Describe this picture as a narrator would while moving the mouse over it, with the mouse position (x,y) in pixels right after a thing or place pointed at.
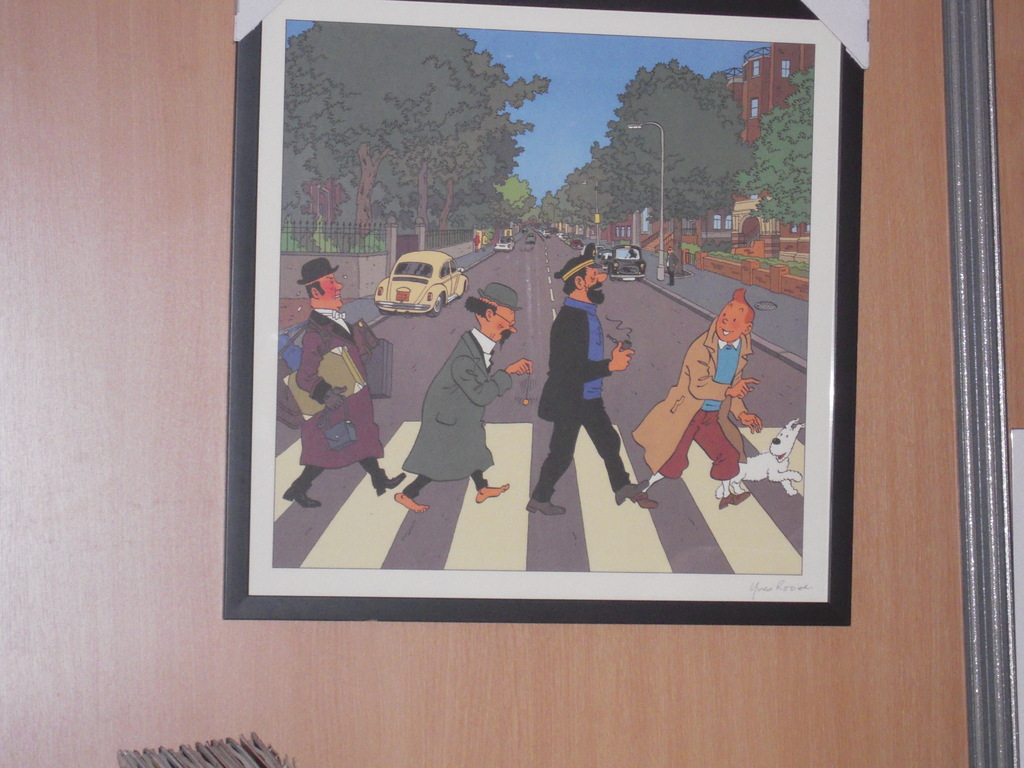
In this image I can see the frame (432,588) to the brown color wall (275,678). In the frame (453,448) I can see few people (474,414) walking across the road (600,499). These people (540,483) are wearing the different color dresses (597,354). I can also see the white dog (758,468) in-front of the people (679,443). In the back (452,282) there are many vehicles (414,290) on the road (541,305). To the side of the road (524,283) I can see the light pole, railing (461,242) and also many trees (580,198). In the back (556,111) I can see the blue sky (543,130).
